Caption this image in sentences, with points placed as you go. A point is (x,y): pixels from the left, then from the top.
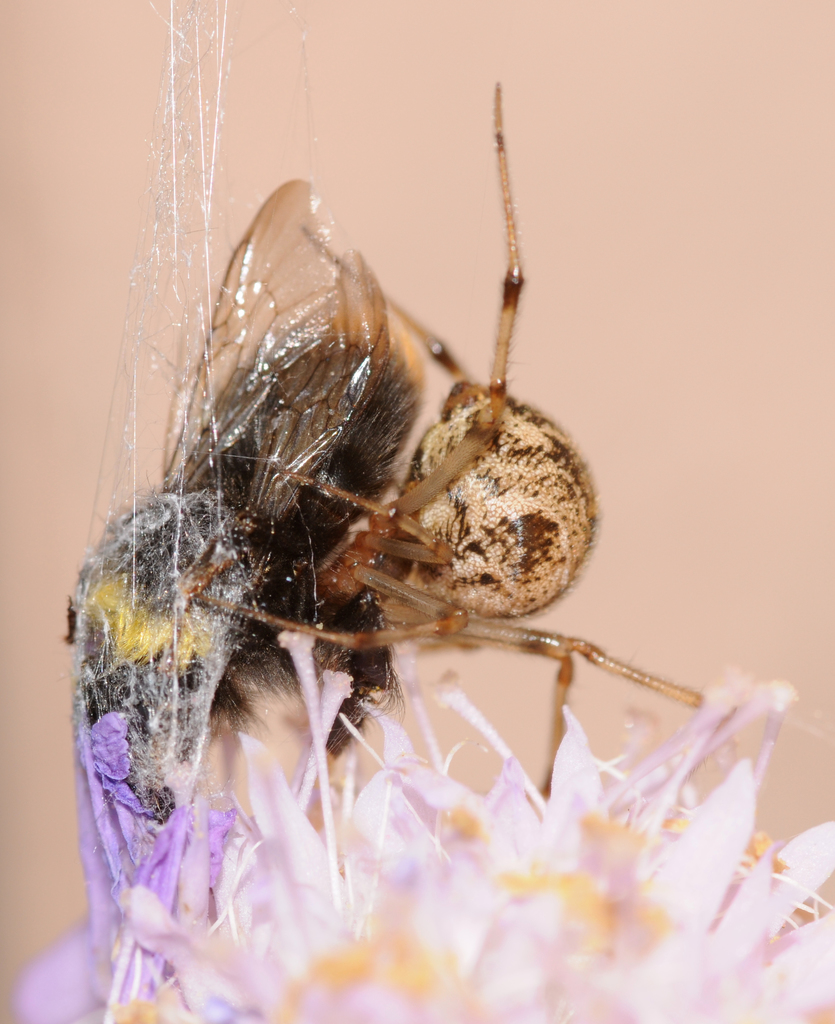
Here I can see a flower (365,935) which is in violet color, on the top of it I can see a spider (421,551) which is in brown color.
